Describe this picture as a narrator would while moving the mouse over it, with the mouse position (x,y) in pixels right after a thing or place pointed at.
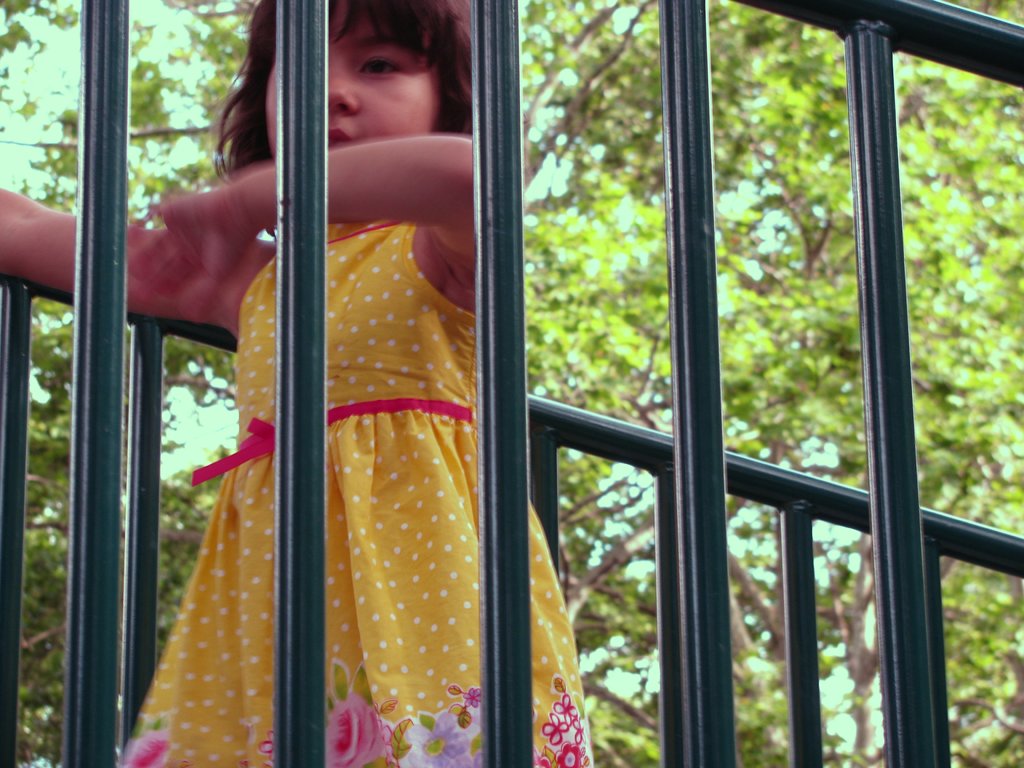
In this image I can see a girl (269,293) is standing and I can see she is wearing yellow colour dress (409,255). On the both sides of her I can see railings (84,638) and in the background (976,148) I can see number of trees (1002,232).
